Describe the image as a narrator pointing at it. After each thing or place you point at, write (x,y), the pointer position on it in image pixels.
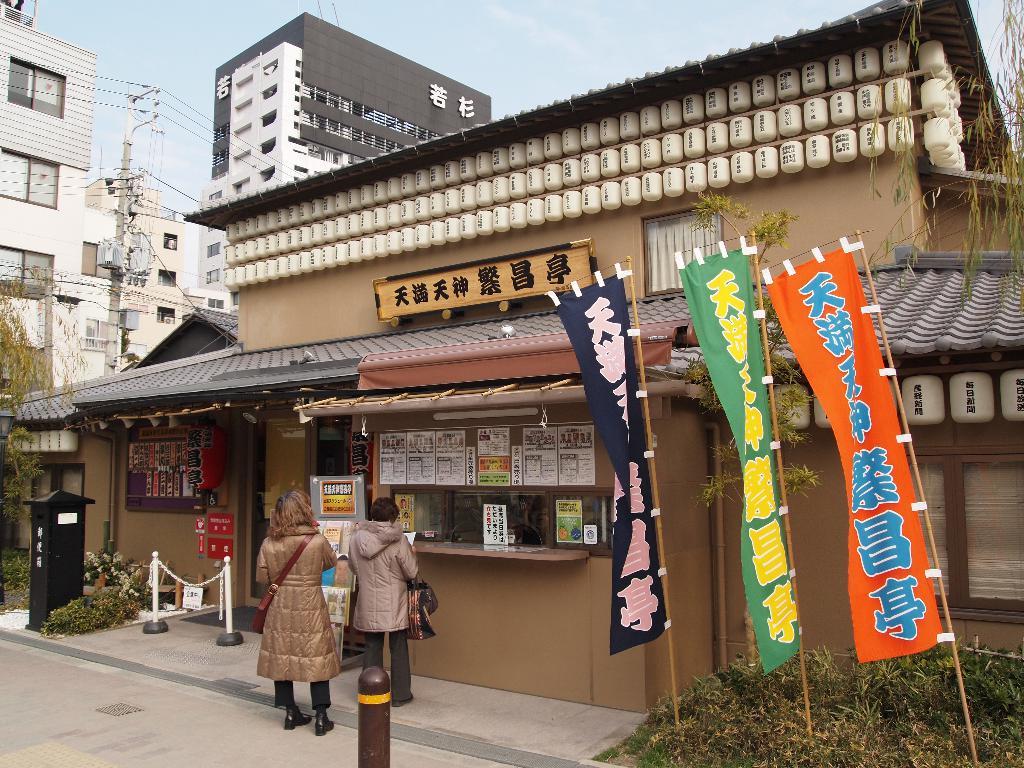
Here 2 persons (379,665) are standing, they wore coats (367,585), this is the store building (487,500), At the top (494,60) it is the sky (543,75).
